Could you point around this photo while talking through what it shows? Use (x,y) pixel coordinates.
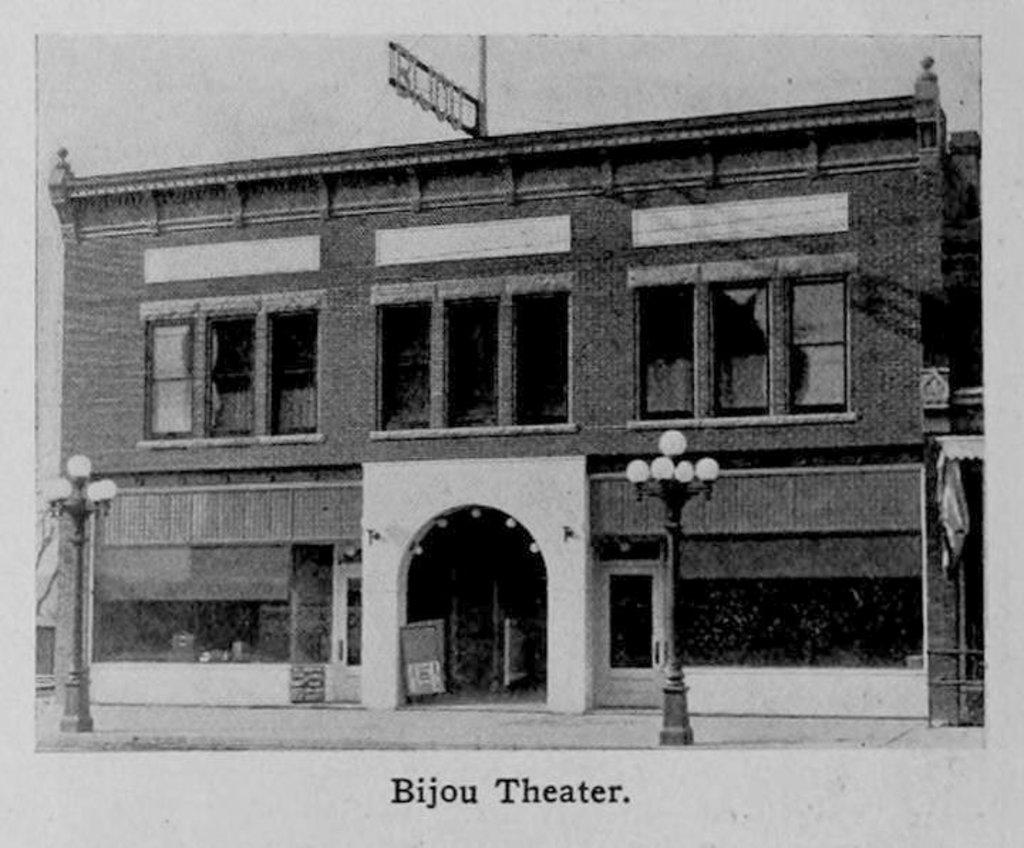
This is a black and white image, in this image in the center (481,290) there is a building (229,525) and there are some poles (677,593) and lights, at the bottom of the image (455,787) there is some text (519,803).
